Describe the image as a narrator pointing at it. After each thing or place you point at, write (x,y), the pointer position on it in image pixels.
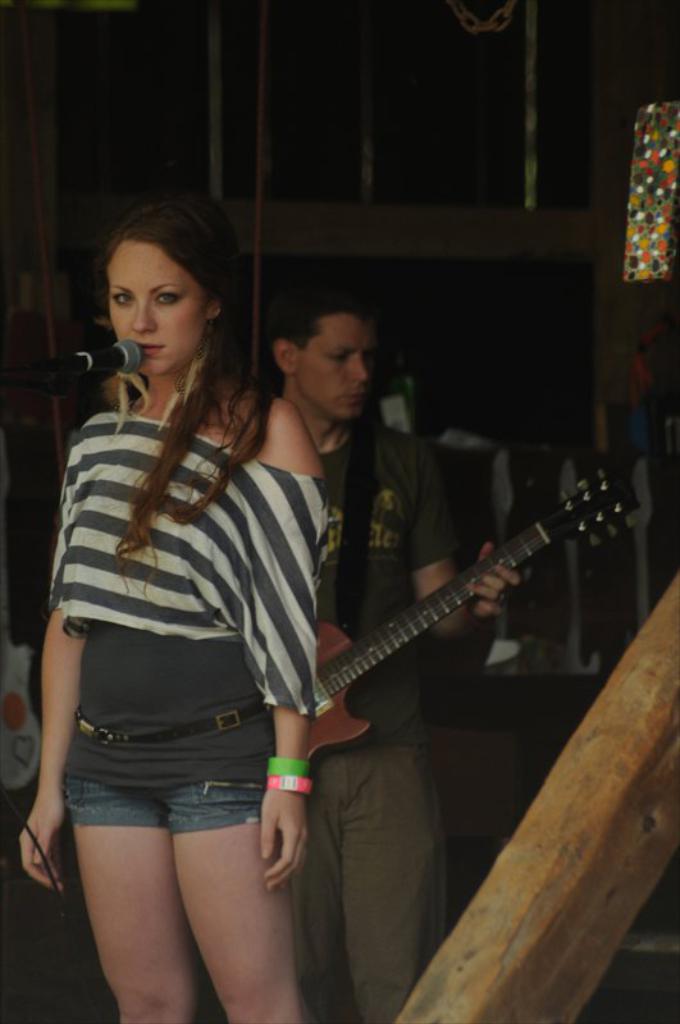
This image consist of two persons (296,714). In the front (298,641), there is a woman (274,424) singing in a mic (85,365). In the background (405,646), there is man (426,584) playing guitar (427,607). In the background (361,101), there is a wall (488,176).
